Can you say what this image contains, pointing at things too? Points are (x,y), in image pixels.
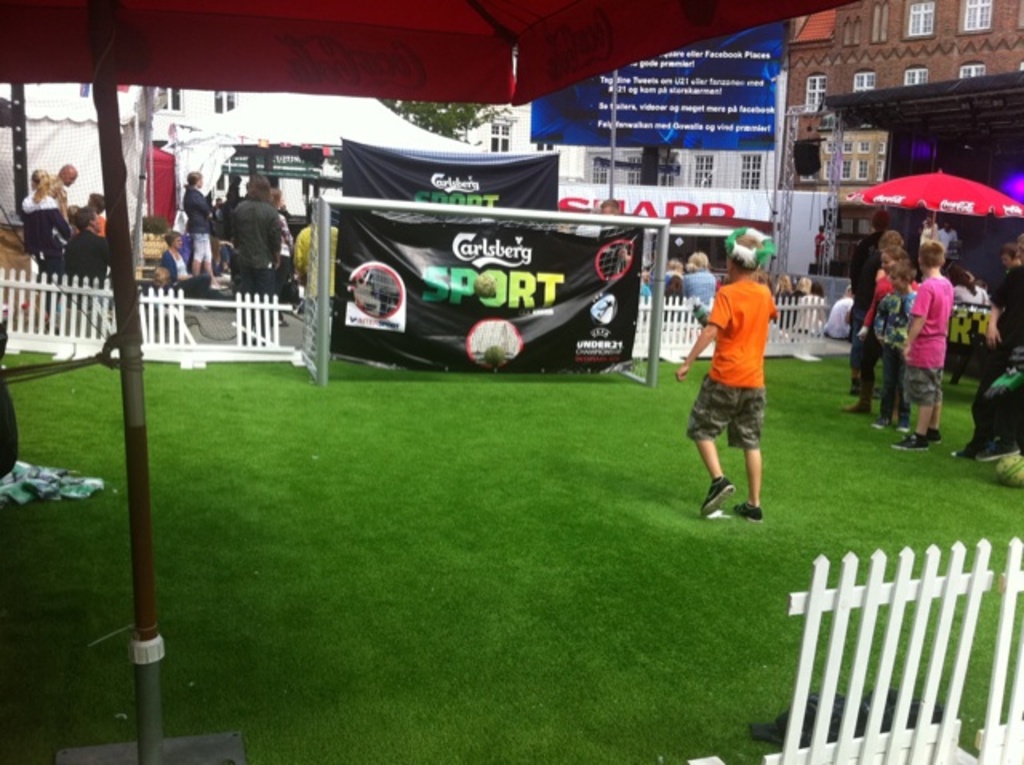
In this picture I can see group of people (948,335), there is a football net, fence (950,728), there is a speaker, there are umbrellas (67,62), lighting truss (827,234), there are banners (703,202), buildings (740,187), there is a tree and there are some objects (302,100).
